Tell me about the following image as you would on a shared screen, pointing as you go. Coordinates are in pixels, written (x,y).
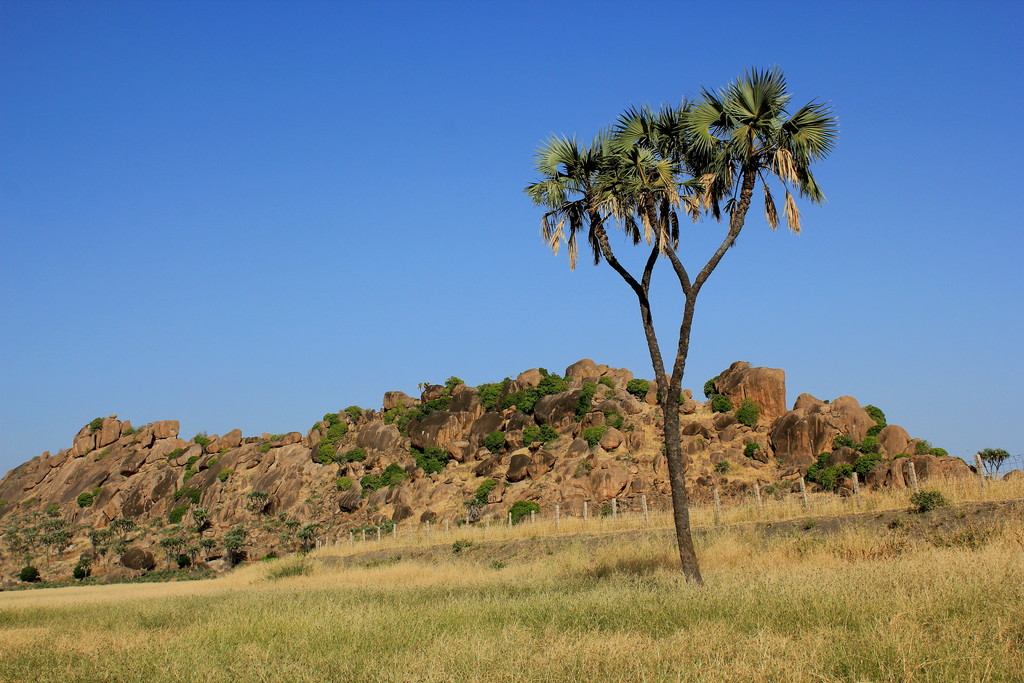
In this image we can see grassy land (714,554), fence (715,507), tree (675,255), plants (525,403) and mountain (413,472). At the top of the image (317,148), there is the sky (985,157).
